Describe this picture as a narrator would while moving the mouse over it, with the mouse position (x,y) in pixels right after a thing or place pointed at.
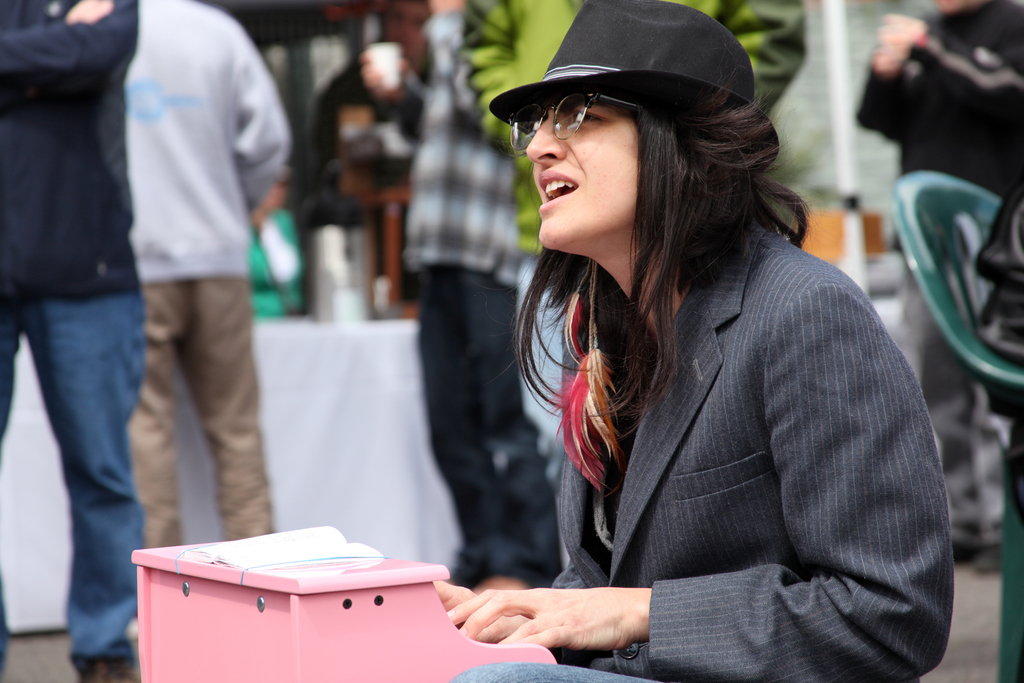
Here in this picture we can see a woman (607,405) sitting on a chair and we can see she is wearing a coat (760,429), spectacles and hat (645,81) on her and singing and playing a musical instrument (167,561) present in front of her and behind her also we can see number of people (528,42) standing over there.
